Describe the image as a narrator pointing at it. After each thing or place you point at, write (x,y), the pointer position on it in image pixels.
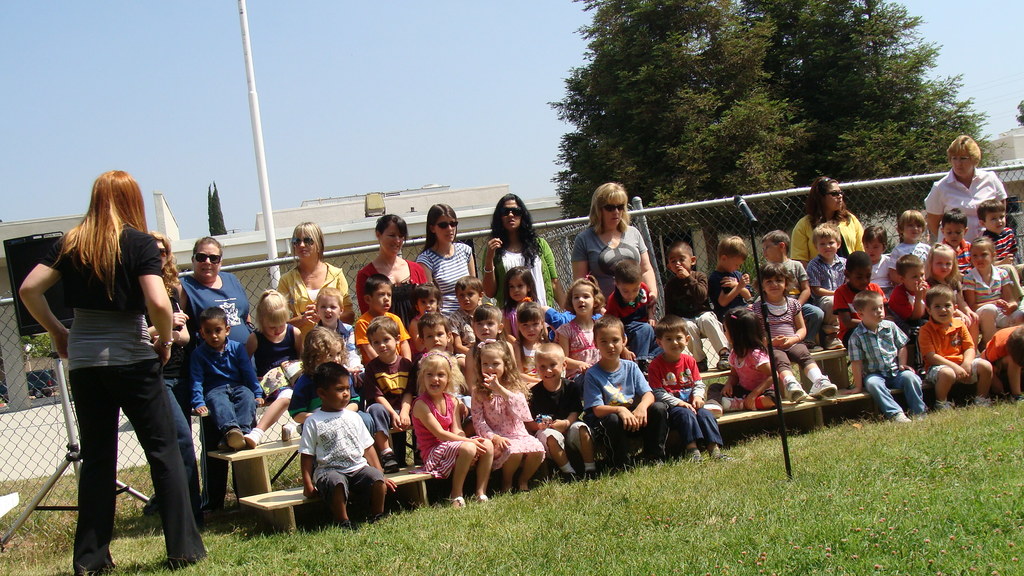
In the center of the image (384,323) there are children (309,354) sitting on benches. There are people (167,292) standing. In the background of the image (451,191) there is house (251,256), tree (788,160), fencing (252,286), pole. At the bottom of the image (550,519) there is grass (468,531). There is a lady (174,523) standing to the left side of the image (73,370). There is a mic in the center of the image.
